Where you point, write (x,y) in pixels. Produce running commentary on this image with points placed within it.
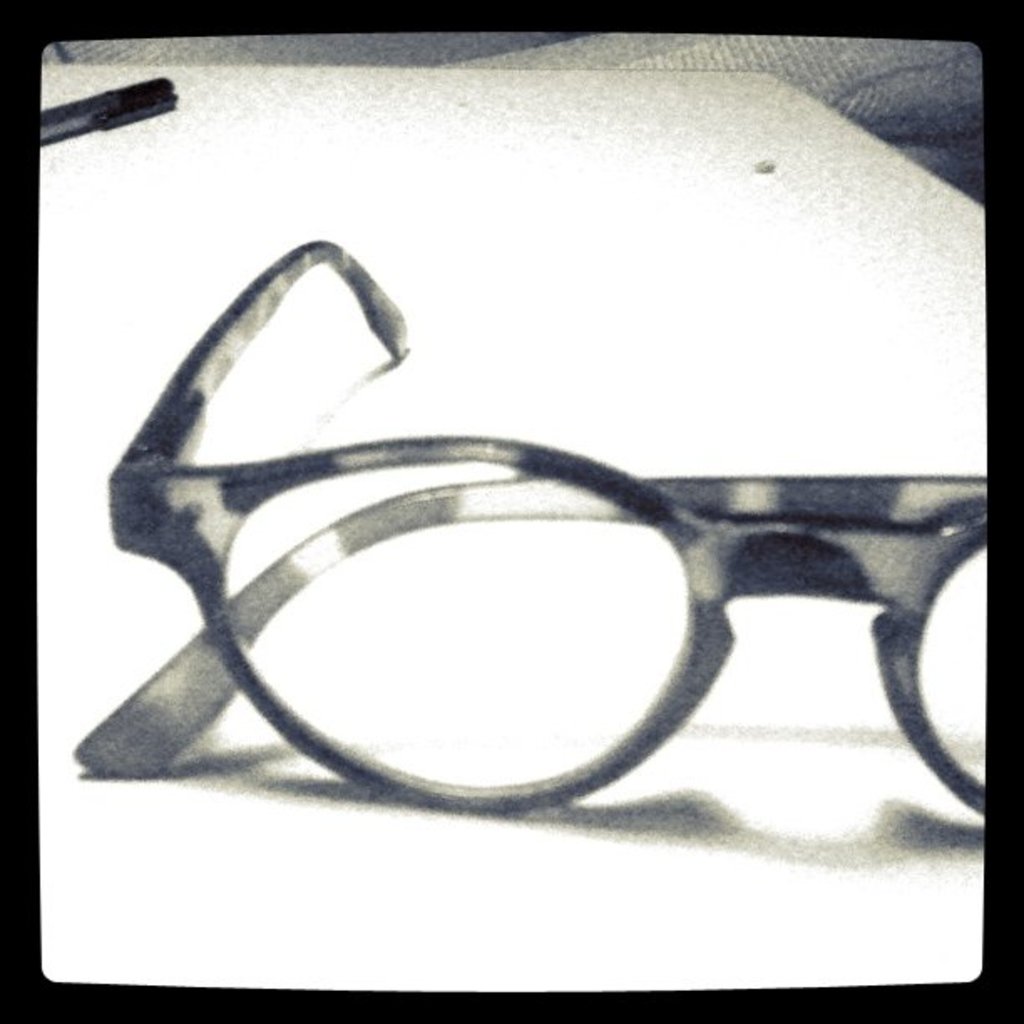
In this picture we can see spectacles (681,565) on white surface (485,525). Far there is a marker (94,116).
